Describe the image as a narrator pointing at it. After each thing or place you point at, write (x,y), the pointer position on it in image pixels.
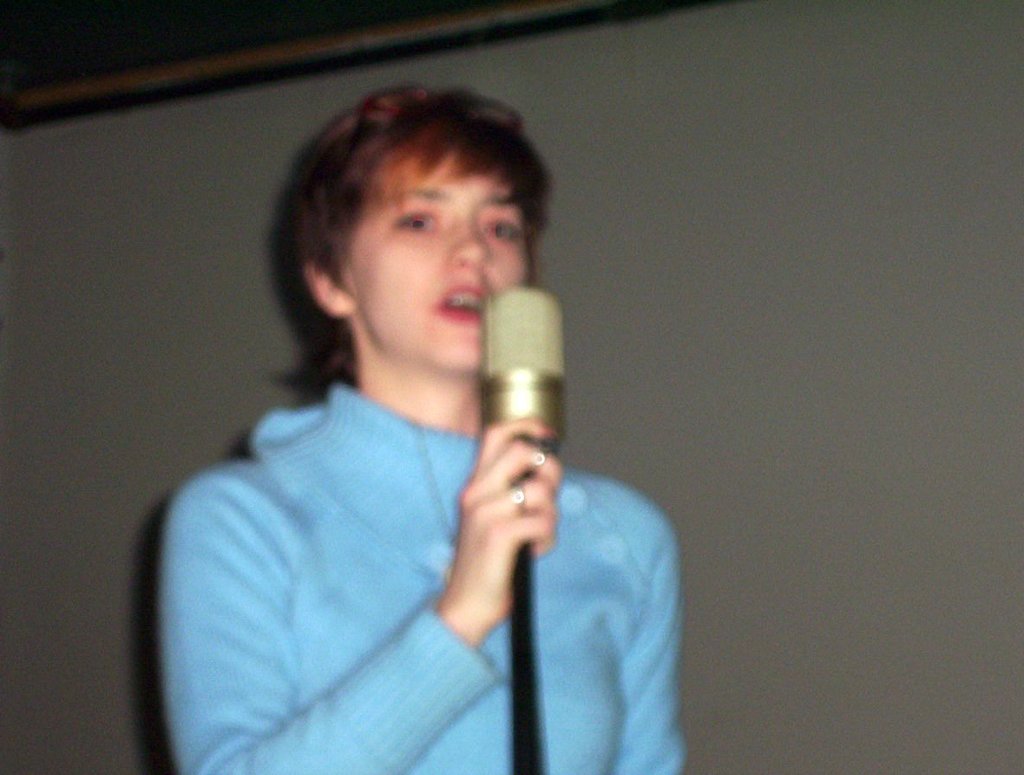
In this image I can see a woman (325,234) is standing and holding a mic (523,470). I can also see she is wearing blue top (437,529).
